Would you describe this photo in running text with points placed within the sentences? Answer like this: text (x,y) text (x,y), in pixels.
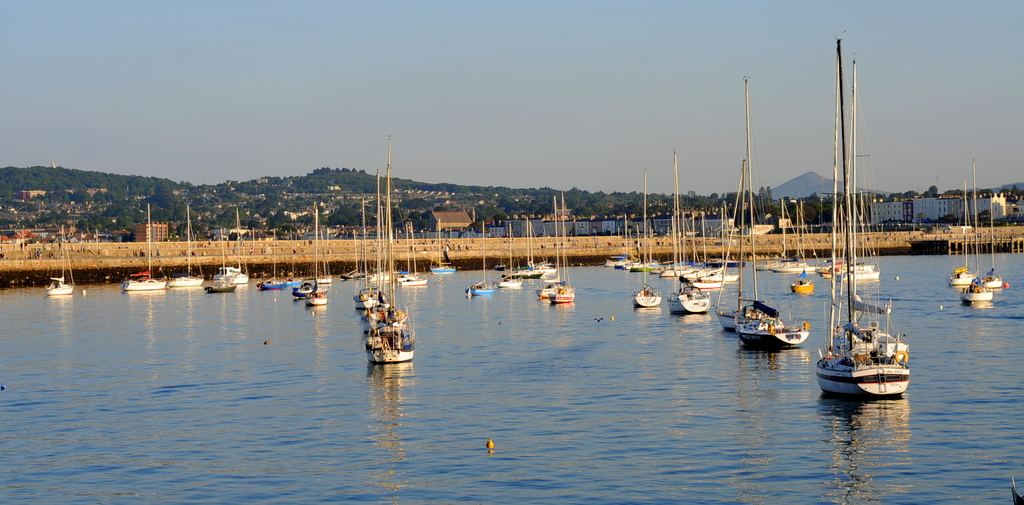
In this image I can see few boats (69,291) on the water (716,389) and I can also see few poles (638,257), background (629,203) I can see few buildings (439,226), trees (488,203) in green color and the sky (419,55) is in blue color.
